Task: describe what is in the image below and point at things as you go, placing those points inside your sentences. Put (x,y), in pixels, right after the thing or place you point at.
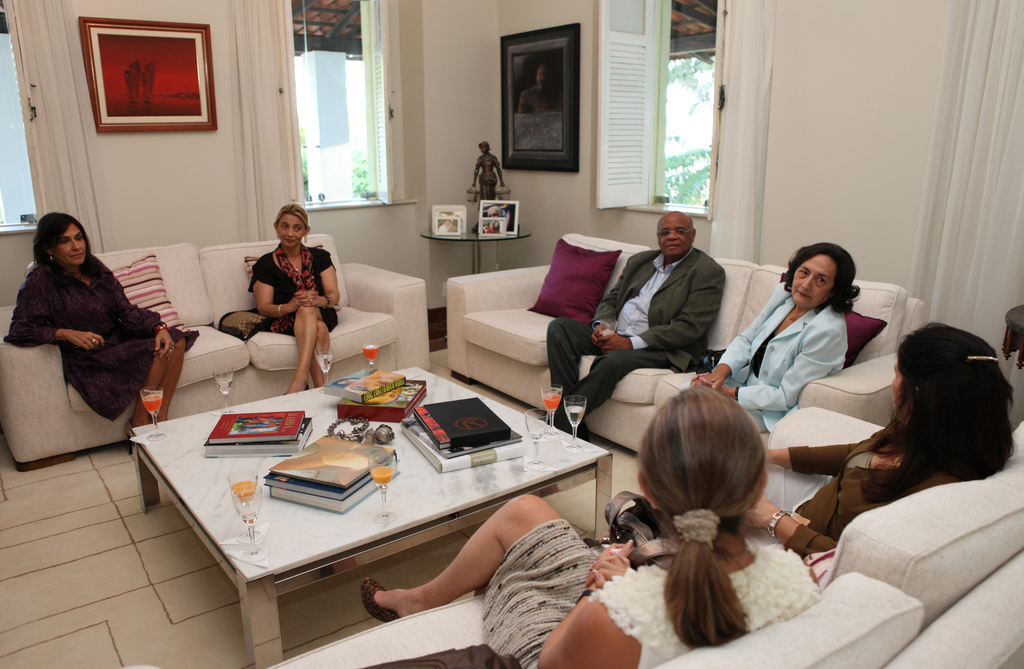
There are six people (280,300) in a room (776,359), sitting in the sofa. There is a man (620,325) among the six (647,295) and the remaining five members (314,299) were women (879,436). In front of them there is a table (326,407) on which some glasses (259,485), books (355,485) and files (250,413) were placed. In the background (636,108) there is a window (618,109), curtains (275,147) and some photographs (203,110) attached to the wall (171,181).
